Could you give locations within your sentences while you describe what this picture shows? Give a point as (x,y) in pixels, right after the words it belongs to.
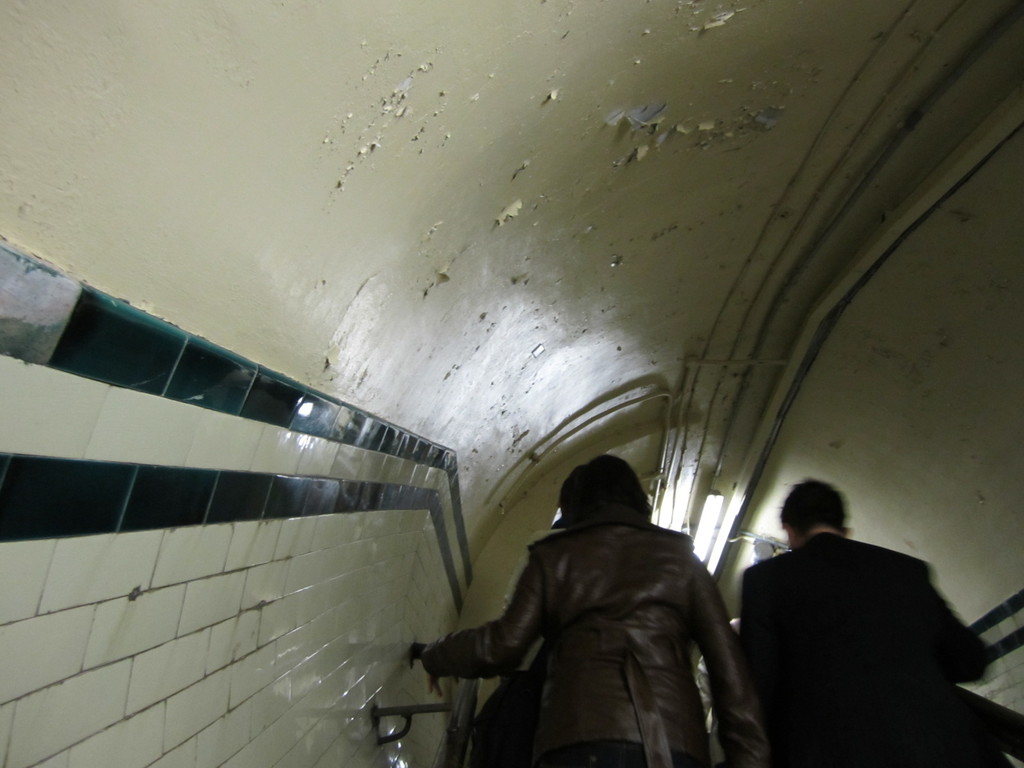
In this picture there is a woman (658,534) who is wearing jacket (610,595), beside her i can see a man (904,702) who is wearing black blazer (884,609). Both of them were standing near to the stairs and holding the railing (980,708). In front of them i can see the tube light (705,539).
